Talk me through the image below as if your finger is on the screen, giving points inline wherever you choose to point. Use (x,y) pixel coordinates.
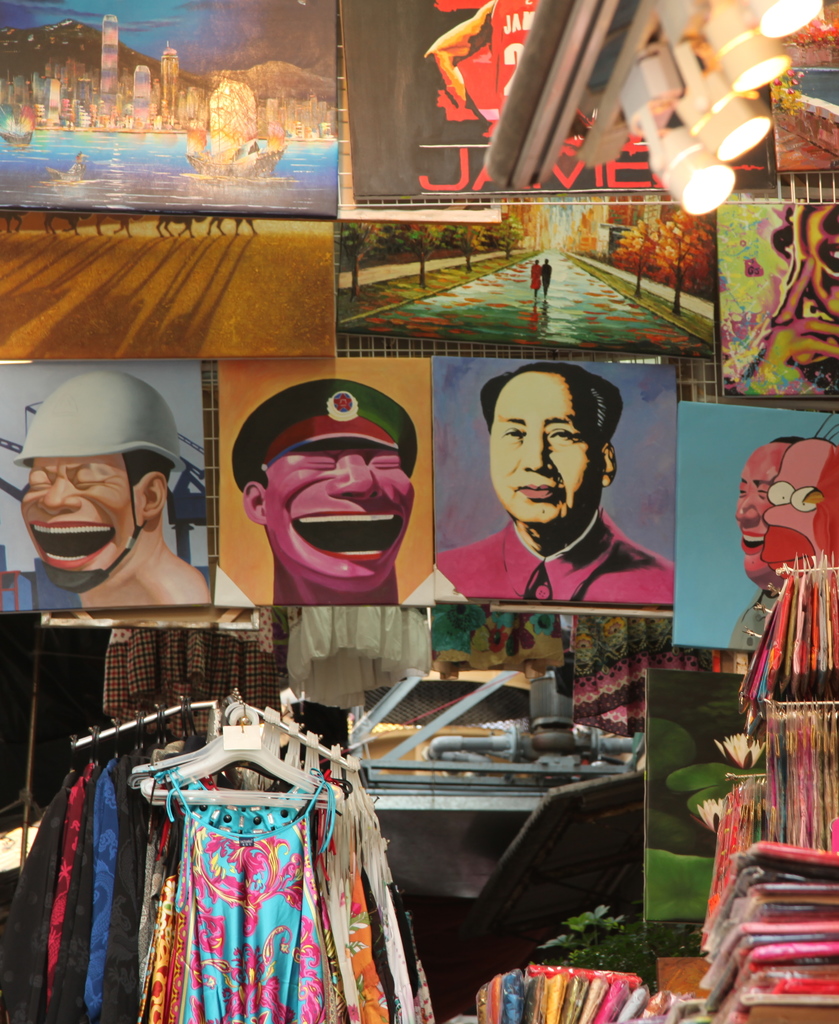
In this picture we can see clothes (216,837), frames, lights (785,20), leaves (663,934) and some objects (408,756).
